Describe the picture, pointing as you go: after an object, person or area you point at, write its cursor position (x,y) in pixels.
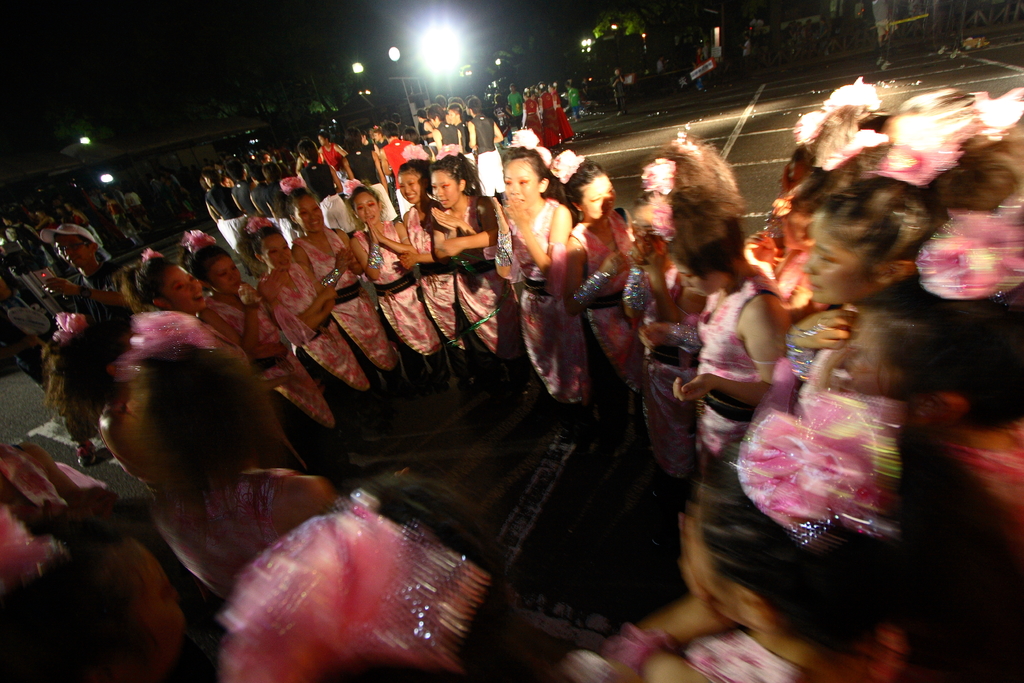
In this image there are few groups of people (469,302) standing in different costumes (509,314) on the road (751,132) and there are few lamps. The background (130,19) is dark.
